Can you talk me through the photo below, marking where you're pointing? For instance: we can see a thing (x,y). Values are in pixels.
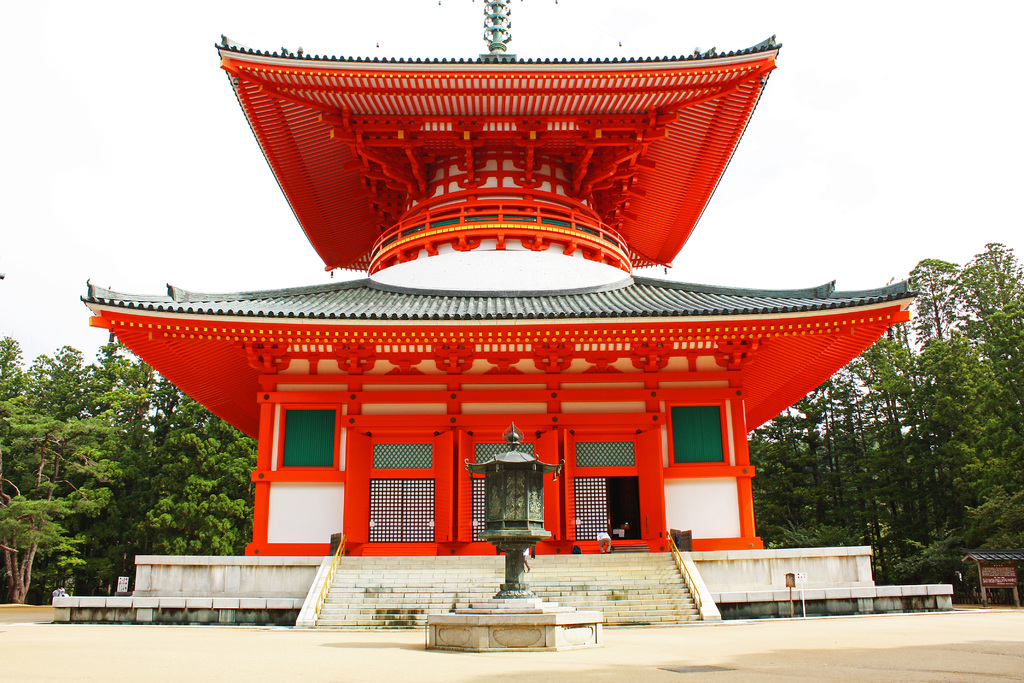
This is a building (496,419), these are trees (790,466) and a sky (761,204).
